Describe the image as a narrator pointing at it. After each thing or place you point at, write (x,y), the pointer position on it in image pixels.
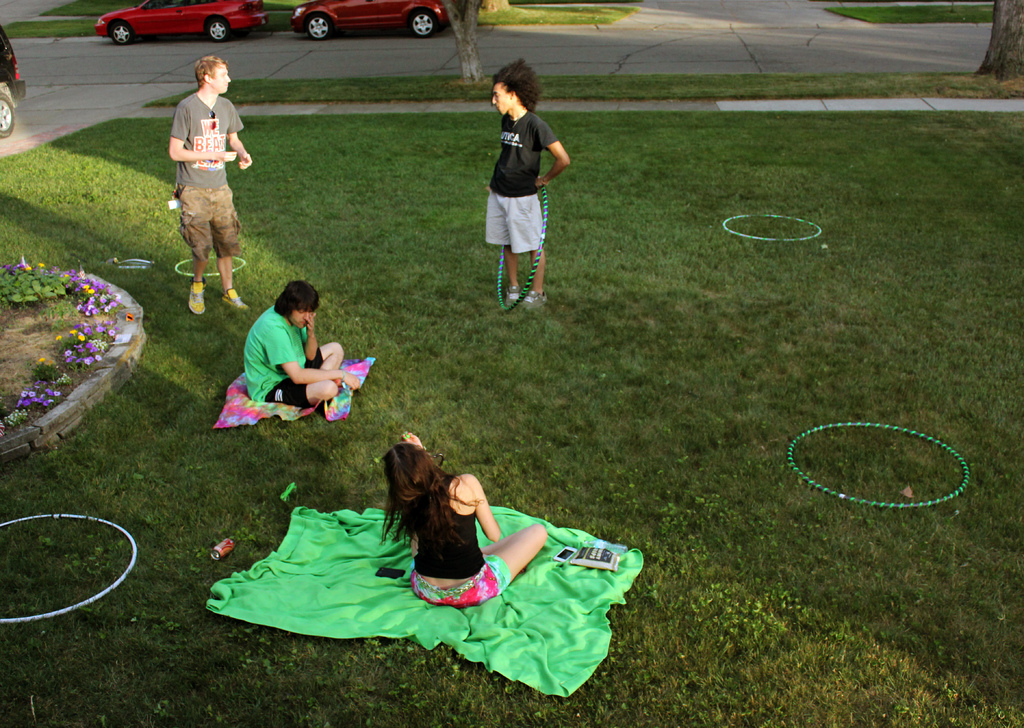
In this image there is a ground (655,456) on which there are four kids (543,176). There is a girl (400,532) in the middle (423,483) who is sitting on the green cloth (479,608). Beside her there is another kid (276,333) who is sitting on the mat (239,392). In the middle (535,299) there is a person (495,169) who is standing on the ground (505,278) by holding the ring (501,261). On the left side (83,341) there are flower plants (66,355). There are rings (100,521) on the ground (56,590). In the background (249,24) there are two cars (315,30) on the road (339,51).
